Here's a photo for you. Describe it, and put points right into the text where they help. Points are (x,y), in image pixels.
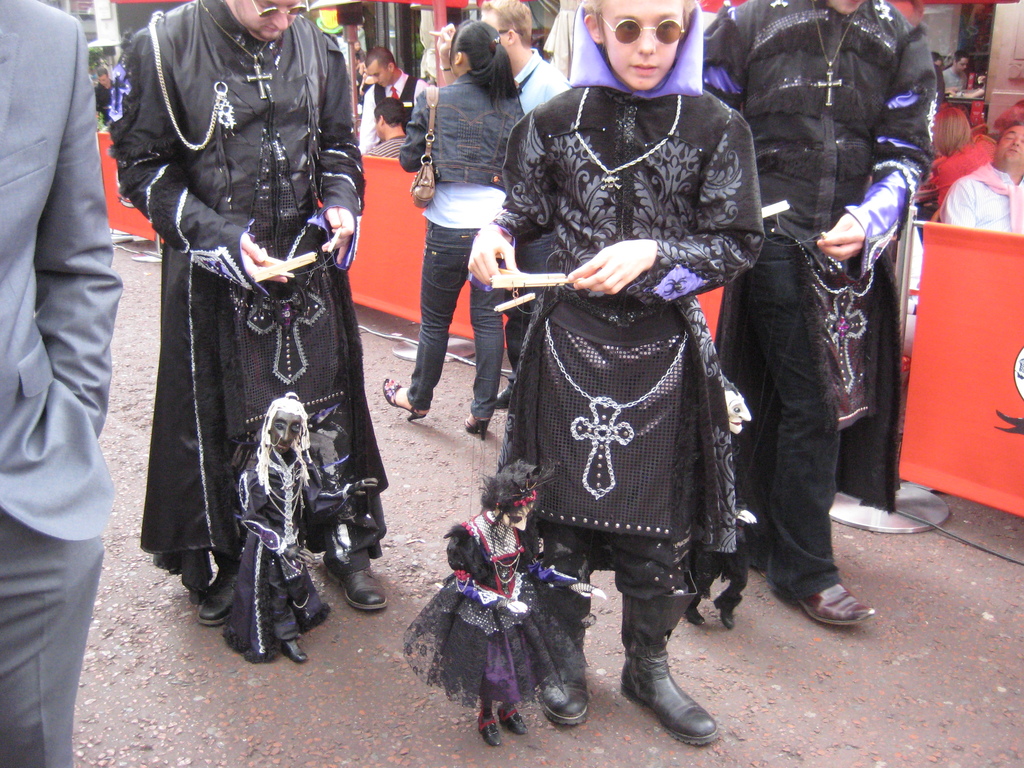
In this picture there are people (194,52), among the few persons (196,214) holding puppets (484,537) and we can see road (416,534) and boards (992,324). In the background of the image (102,112) we can see objects (352,53).
